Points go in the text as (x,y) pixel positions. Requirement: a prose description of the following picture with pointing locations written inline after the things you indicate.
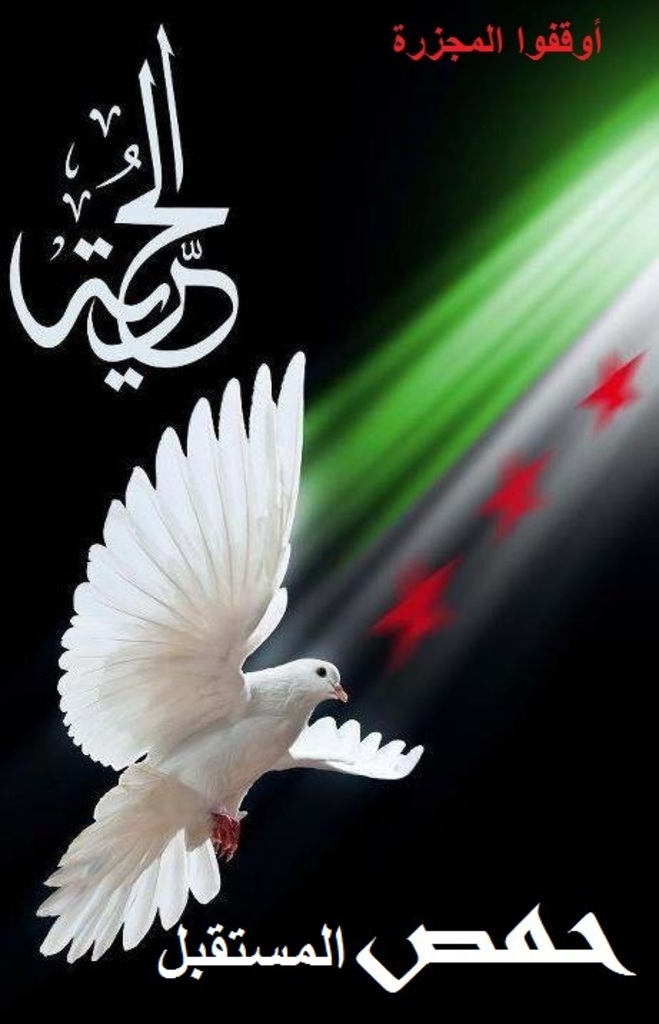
In the image we can see there is a poster (415,436) on which matter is written in arabic language and there is a dove bird (206,516) flying. There are three red colour stars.
